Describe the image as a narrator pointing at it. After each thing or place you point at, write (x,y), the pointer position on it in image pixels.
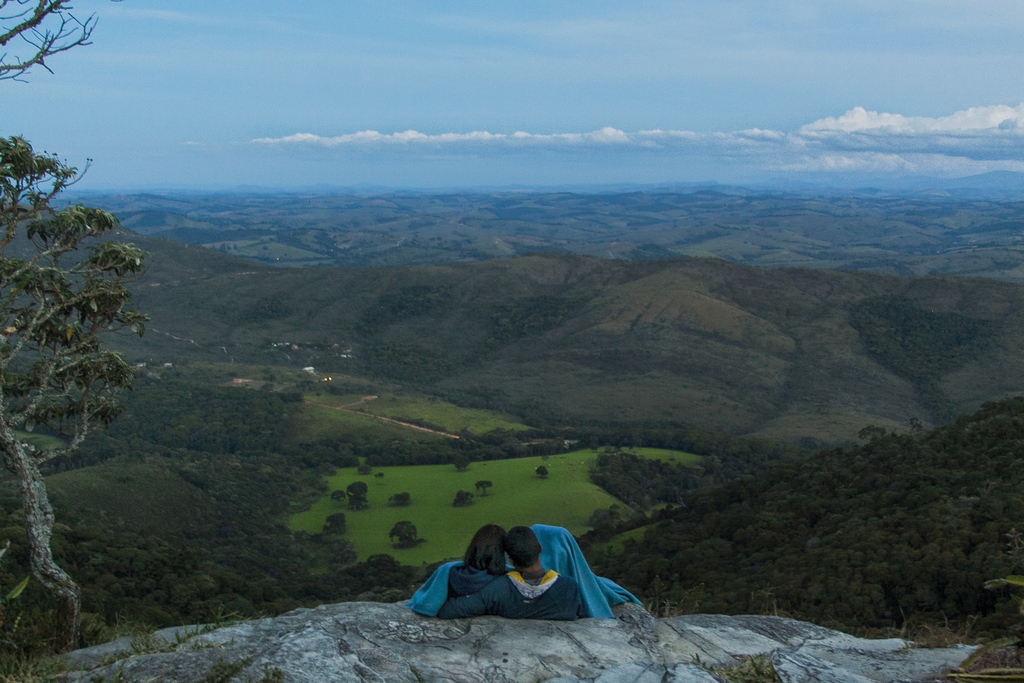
In this picture, there is a rock (427,666) at the bottom (656,640). On the rock (468,619), there is a woman (501,568) and a man (558,603) facing backwards. Towards the left (30,339), there is a tree (28,324). In the background (442,377), there are trees (537,470), grass (557,479), hills (555,295) and a sky (527,100) with clouds (862,155).
